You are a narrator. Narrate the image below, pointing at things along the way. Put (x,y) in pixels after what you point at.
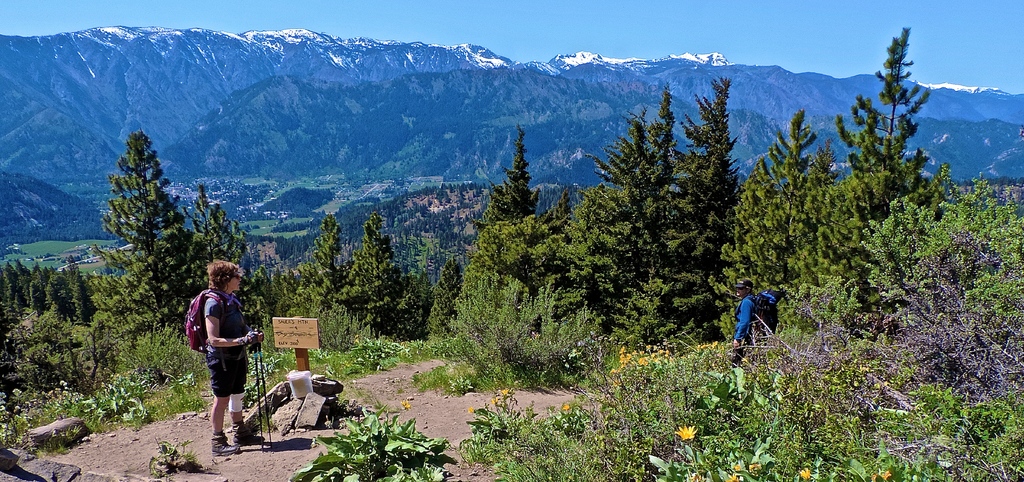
In the background (812,25) we can see the sky (692,33), hills (628,58) and the thicket (416,109). In this picture we can see the trees (859,193), plants (1015,207) and the people (234,384) wearing backpacks (196,335). We can see a woman (242,356) holding sticks (259,407) and she is standing near to the board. At the bottom portion of the picture (335,455) we can see the rocks (256,421), flower plants (431,454).
